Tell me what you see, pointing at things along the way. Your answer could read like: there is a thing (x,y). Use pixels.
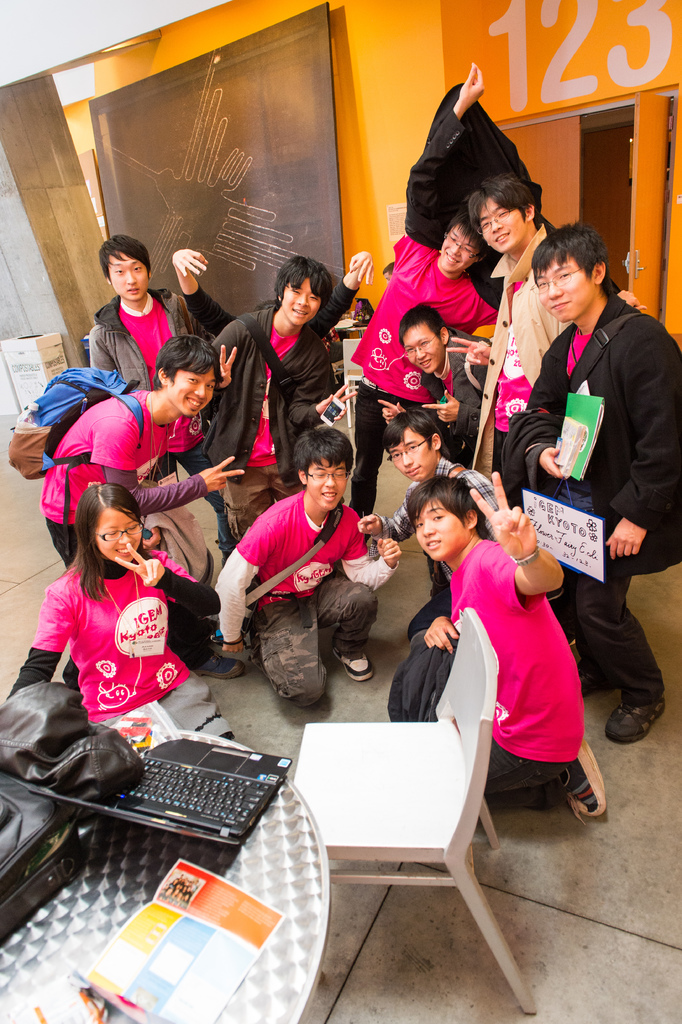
In this image I can see people (277,288) and also I can see smile on their faces (514,227). I can see all of them are wearing same color of dresses (179,568). Here I can see a chair (415,815) and a table (77,886). On this table (68,925) I can see a bag (33,871), a jacket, a laptop (169,784) and a paper (192,980).
